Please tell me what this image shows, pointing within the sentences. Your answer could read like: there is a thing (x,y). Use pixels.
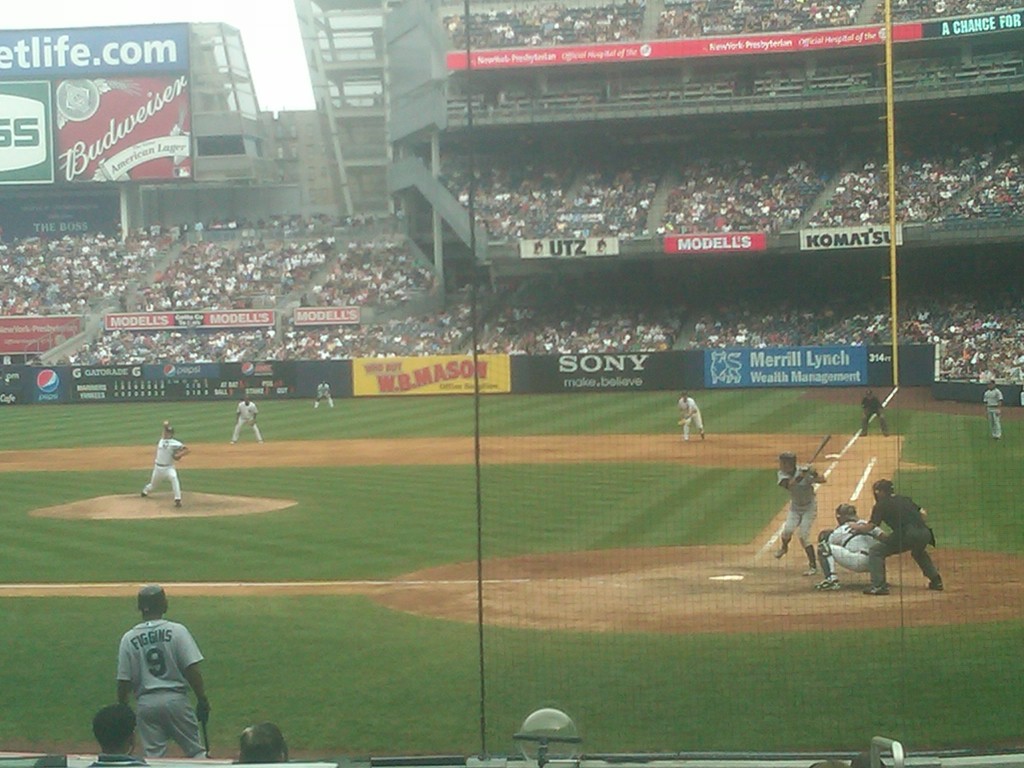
In this picture we can see grass (602,687) and ground (372,452). These are players (151,655). In the background of the image (57,384) we can see stadium (621,296), people (301,249), hoardings (679,239), boards (106,30), pole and sky (266,42). At the bottom of the image (232,766) we can see person's head (279,755) and objects (256,762).
